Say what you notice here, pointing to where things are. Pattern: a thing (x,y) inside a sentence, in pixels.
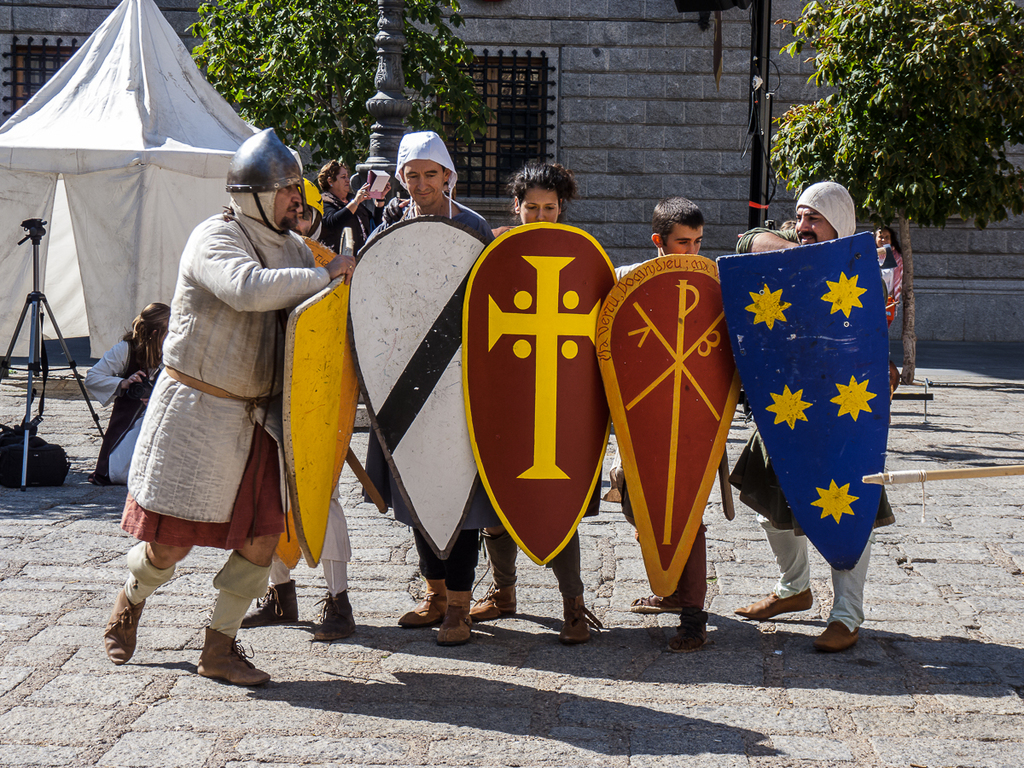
This picture is clicked outside. In the center (381,468) we can see the group of persons (225,307) holding some objects (466,378) and standing on the ground (932,658) and in the background (873,193) we can see the trees (913,49), metal rods (520,110) and the wall (692,59) of the house (601,38) and we can see the tent (156,175) and a person (117,417) seems to be squatting on the ground (39,498) and we can see some other objects (17,469).
